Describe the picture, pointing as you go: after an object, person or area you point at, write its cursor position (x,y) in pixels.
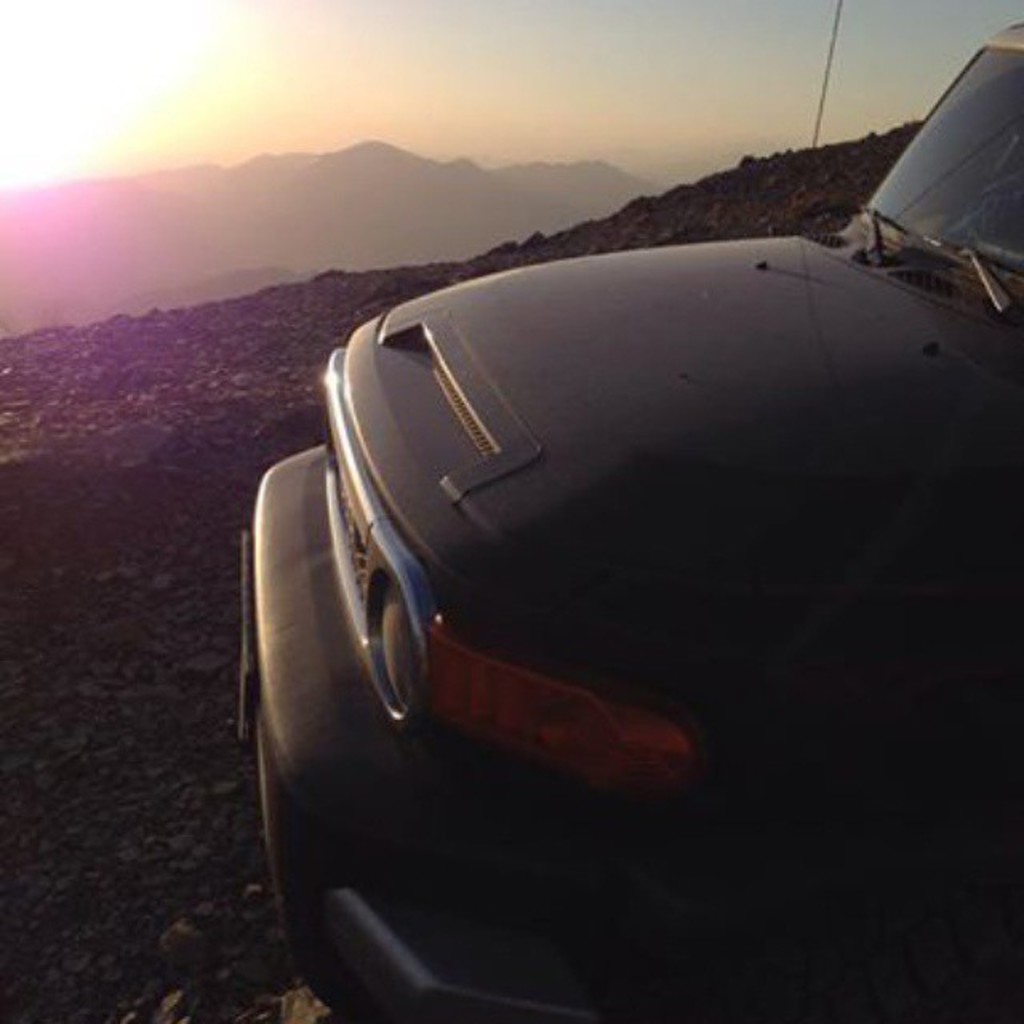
In the image we can see a vehicle (744,381), stones (195,396), mountains (269,256), sky (454,65) and the sun (70,74).
